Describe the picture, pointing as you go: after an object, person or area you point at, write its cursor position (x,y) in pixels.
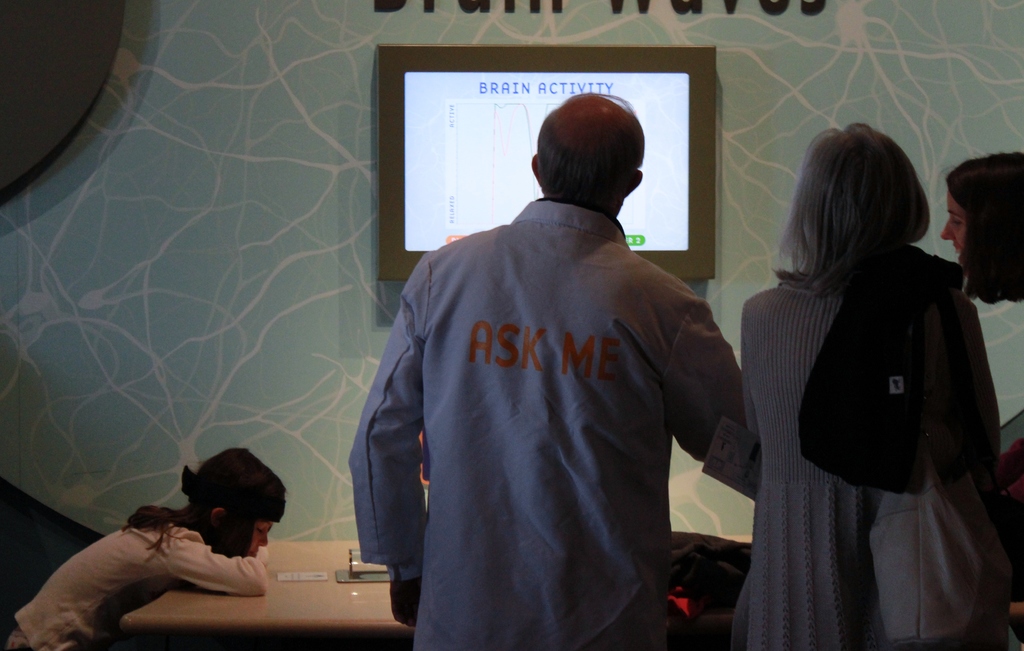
This is the picture of a room (48,323). In this image there are three persons (711,341) standing and there is a person (265,481) sitting at the table (302,567). There are objects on the table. At the back (314,296) there is a screen (429,227) on the wall (306,80) and there is a text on the screen (453,231) and there is a text (653,9) on the wall (690,24).
